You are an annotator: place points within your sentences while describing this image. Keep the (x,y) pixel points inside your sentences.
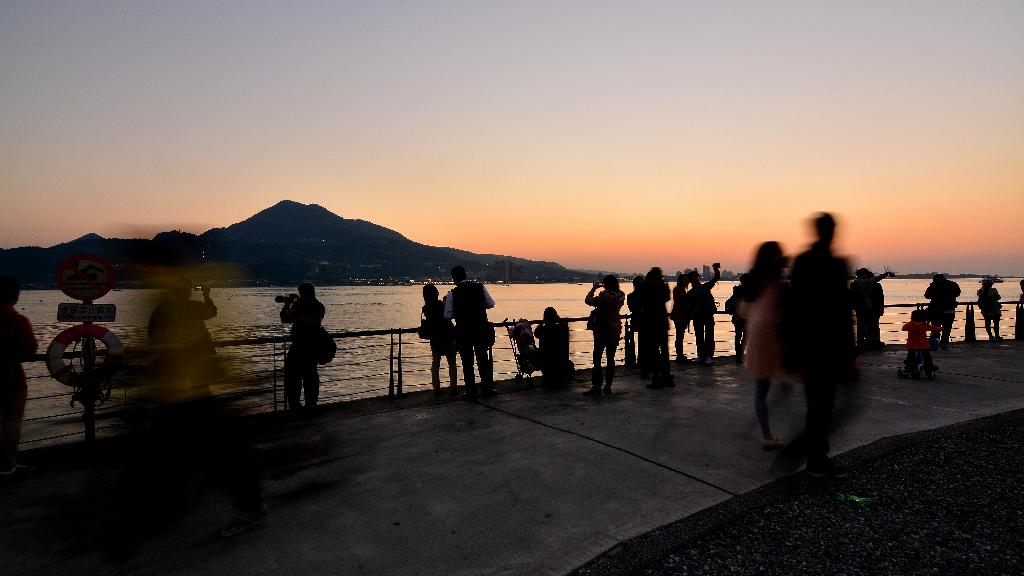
In this image I can see the ground (549,480), the railing (401,335), few persons (452,323) standing and I can see few of them are holding cameras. I can see a tube (115,346), a board (86,295) and the water (379,306). In the background (360,251) I can see a mountain (313,253) and the sky (427,139).
